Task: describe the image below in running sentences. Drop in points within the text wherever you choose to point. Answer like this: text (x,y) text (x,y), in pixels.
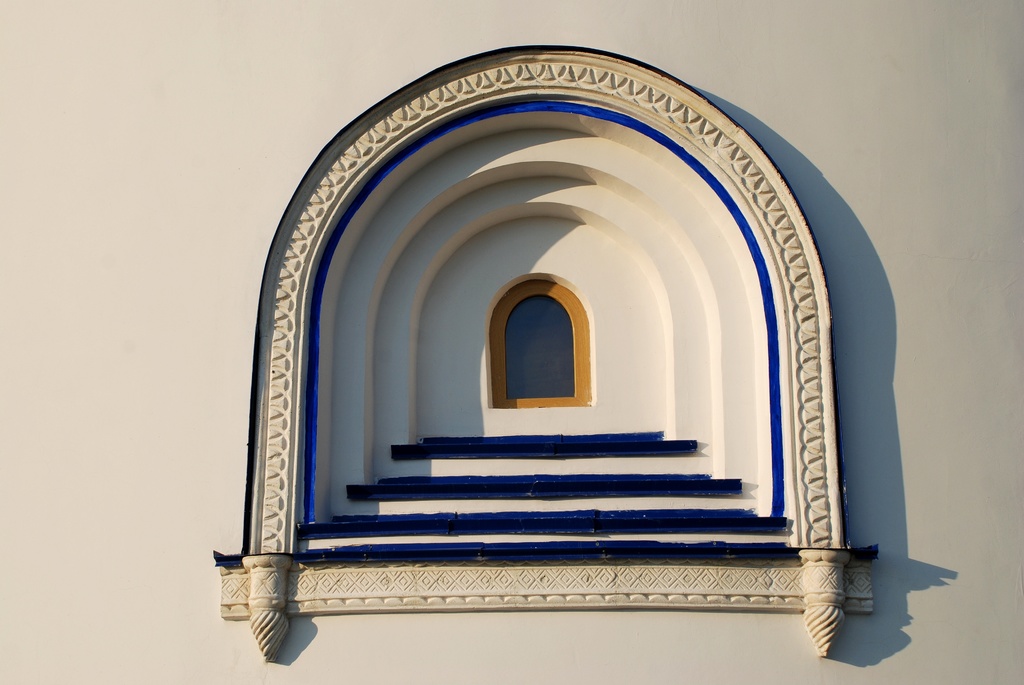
There is an arch window (562,349) on a wall (585,683).
